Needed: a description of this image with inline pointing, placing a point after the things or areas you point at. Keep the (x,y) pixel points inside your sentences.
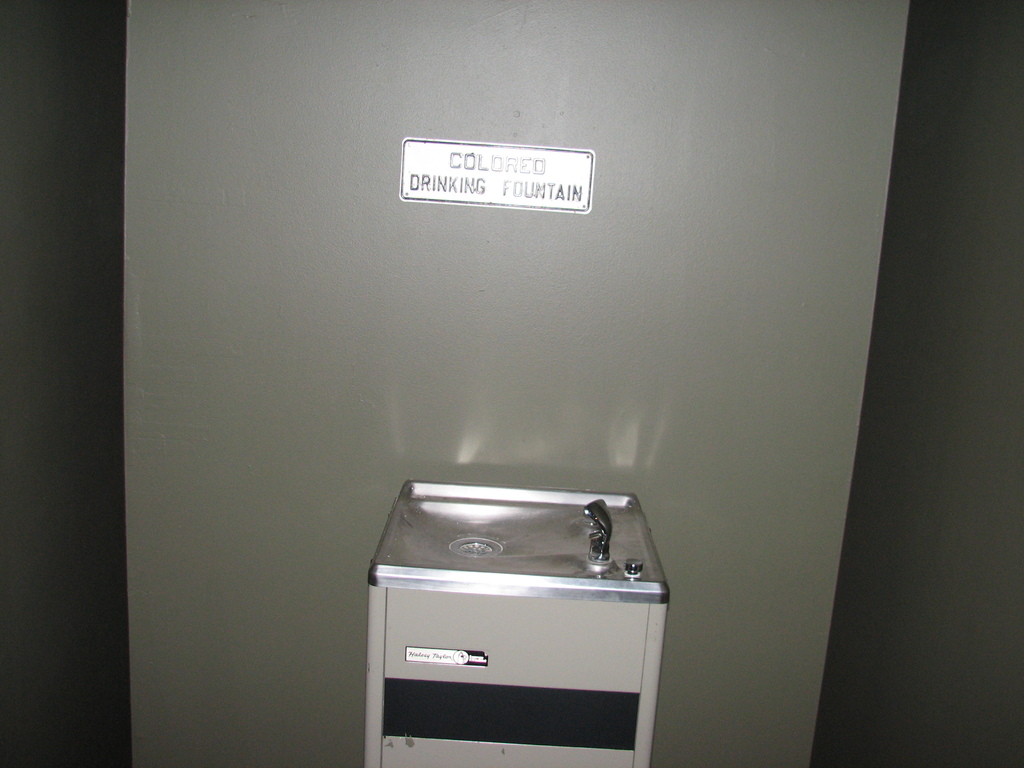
In this picture on a metal platform (542,631) we can see sink (532,577) with tap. In the background of the image (479,168) we can see a board (476,178) attached to the wall (393,186).
